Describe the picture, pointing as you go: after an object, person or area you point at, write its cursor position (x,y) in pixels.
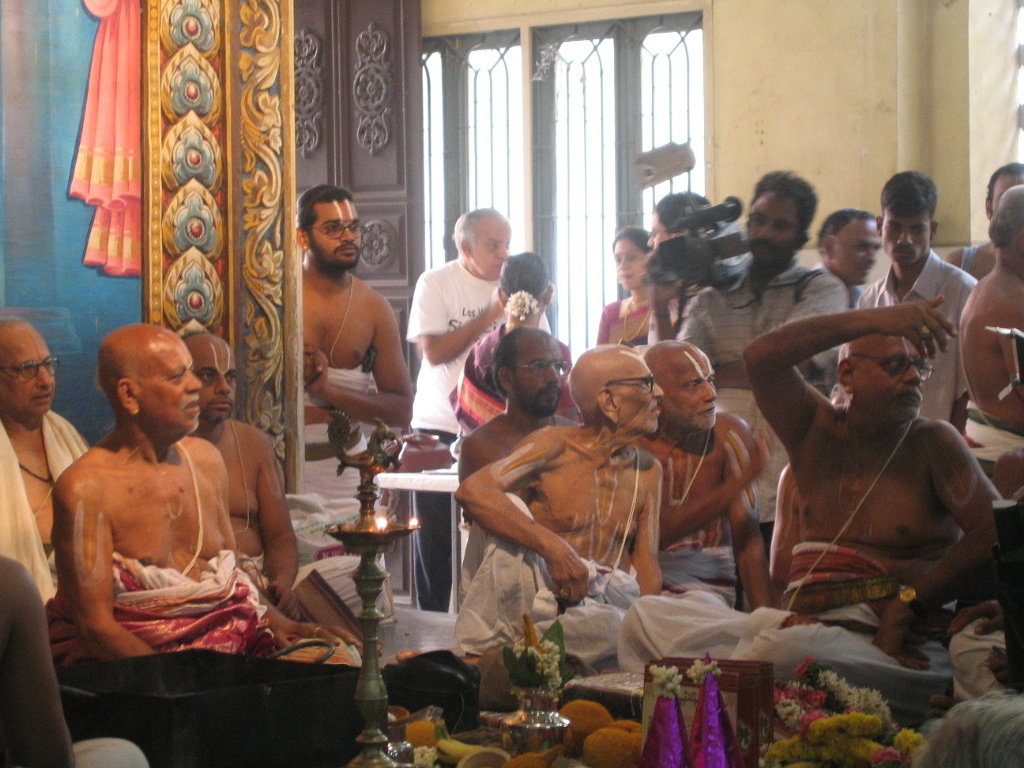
This picture shows few people (230,361) seated and few (457,235) are standing and we see a man (747,335) Standing and holding a video camera (732,252) in his hand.
